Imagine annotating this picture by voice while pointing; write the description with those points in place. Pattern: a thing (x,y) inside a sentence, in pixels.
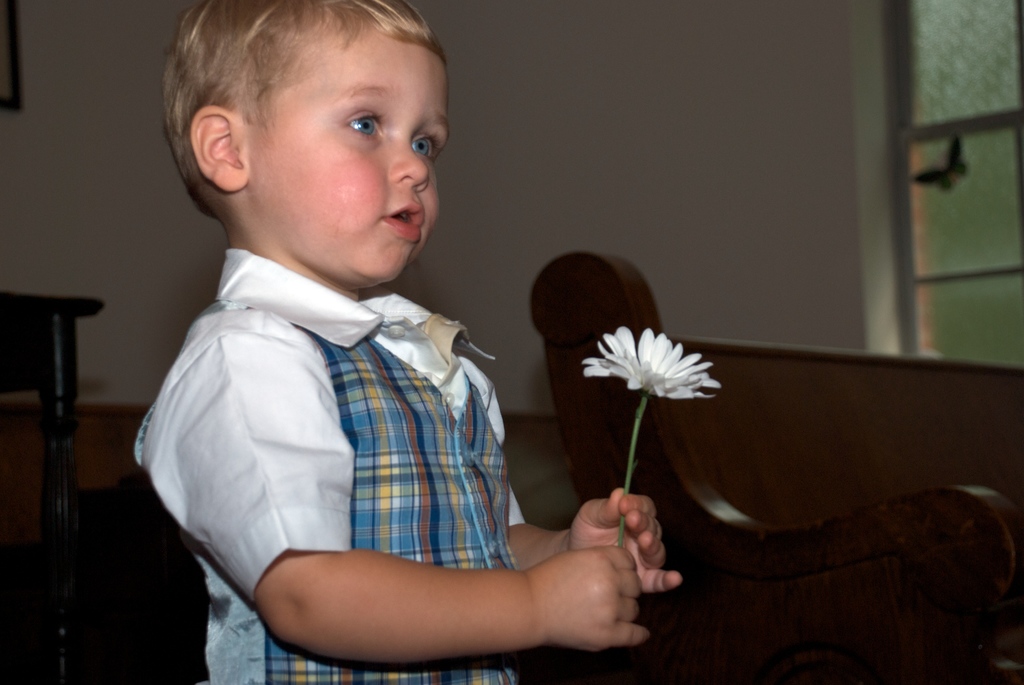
This is a picture of a boy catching a flower (662,392) and at the back ground (670,402) we have a bench (629,272), window (962,236), a wall (782,140).
